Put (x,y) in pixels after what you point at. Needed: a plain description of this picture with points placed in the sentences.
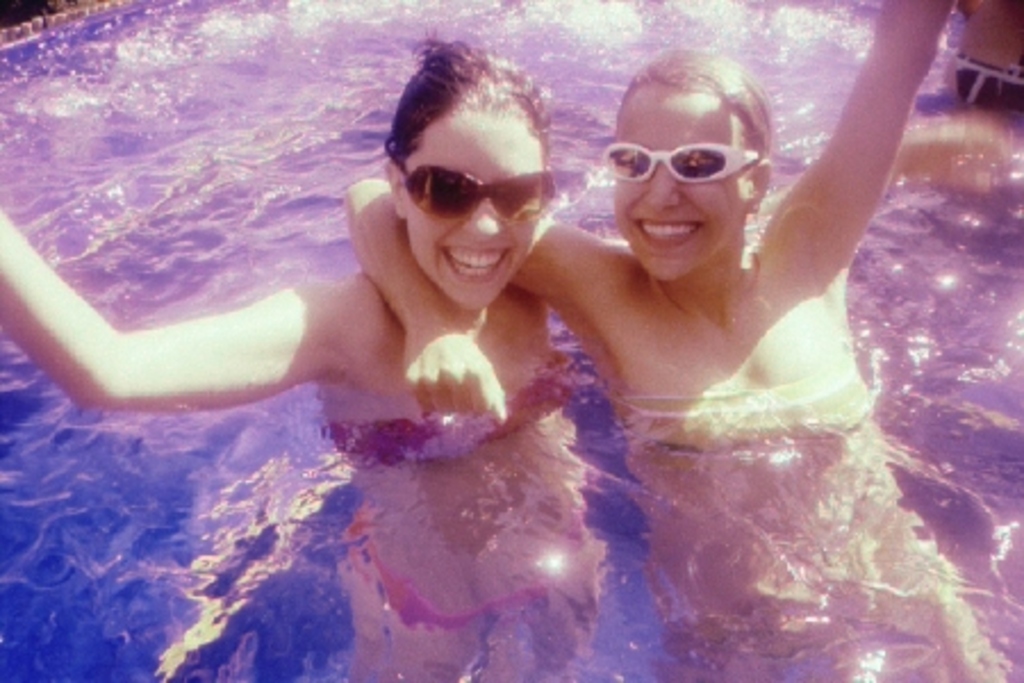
In this image, there is water (895,587), in that water (932,531) there are two persons (525,355) standing.
